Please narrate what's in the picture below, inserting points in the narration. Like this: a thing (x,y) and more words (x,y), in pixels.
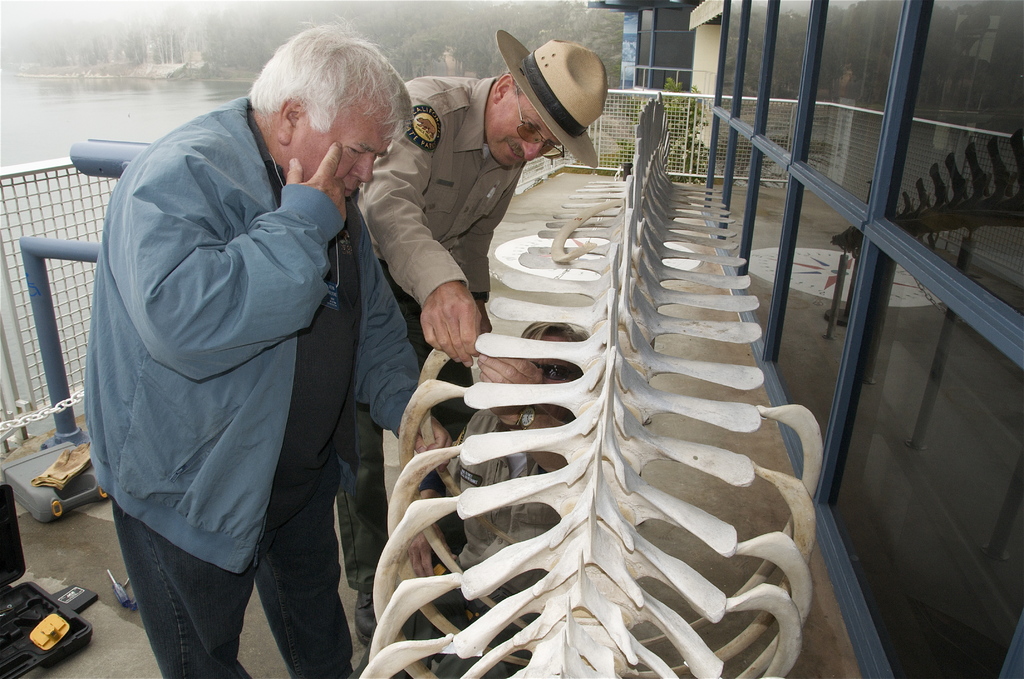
In the foreground of this image (340,249), there are three persons (367,354) near a skeleton of an animal (603,482). In the background (52,329), there are poles (35,288), fencing (37,183), water (124,98), trees (350,5) and the glass wall (900,118).
